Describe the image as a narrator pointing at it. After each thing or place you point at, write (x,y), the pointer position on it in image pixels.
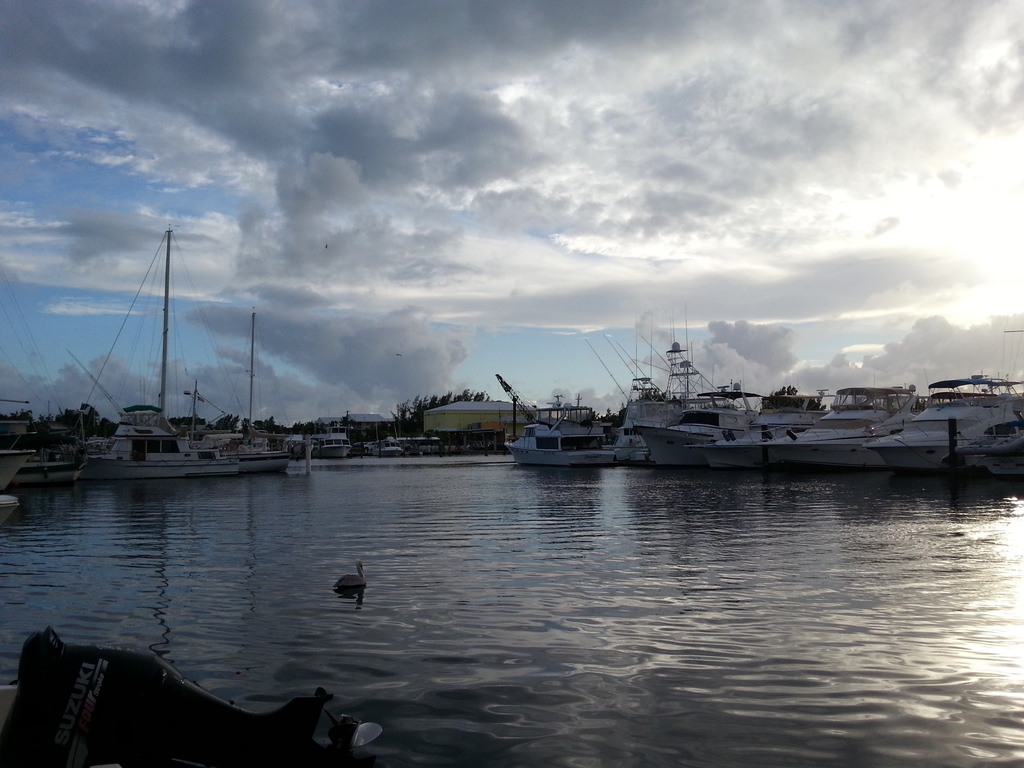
This image consists of boats (851,451) in white color. At the bottom (459,599), there is water (626,642). At the top (526,174), there are clouds (294,213) in the sky (269,363). And we can see a pelican (342,584) in the water (367,605). In the background (606,412), there are trees (105,433).
